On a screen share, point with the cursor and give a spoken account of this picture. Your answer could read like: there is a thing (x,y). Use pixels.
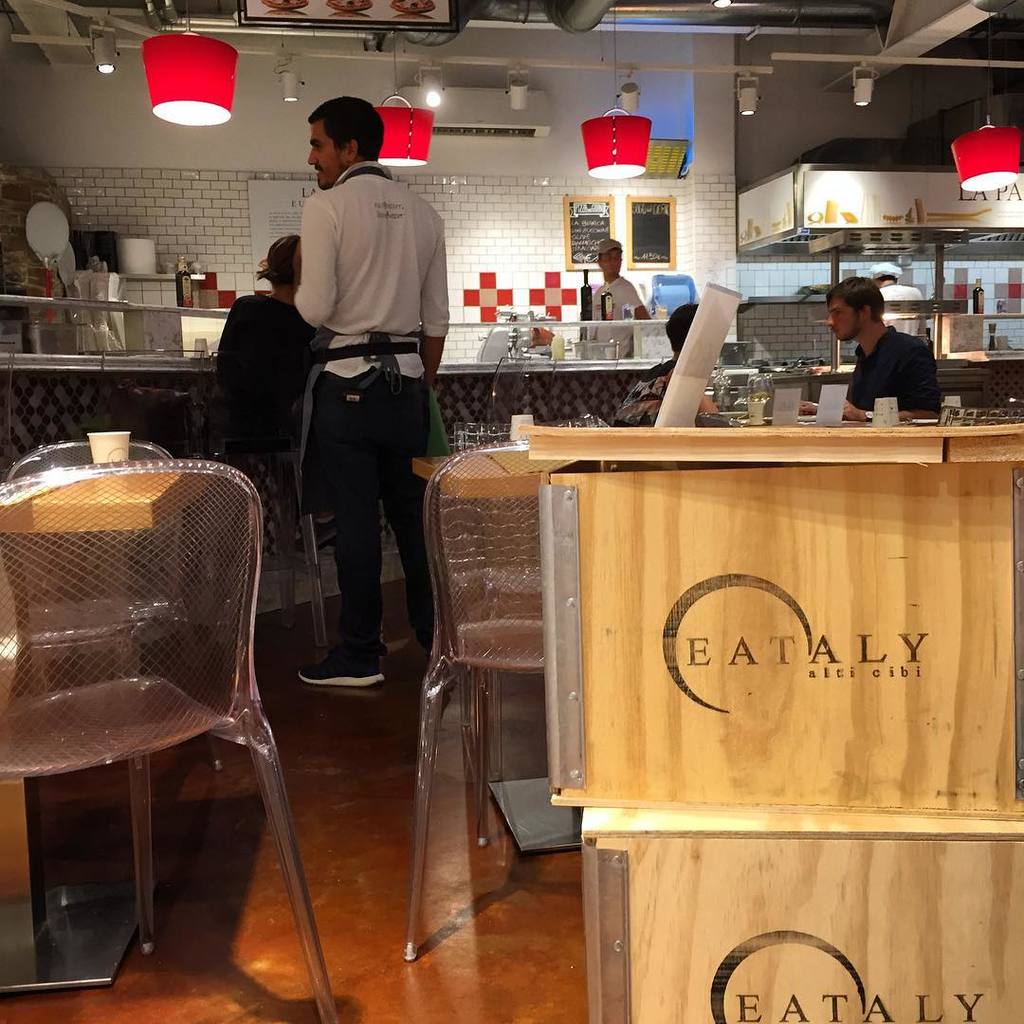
In the picture we can see a inside view of the restaurant (1015,862) with some tables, chairs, waiter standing near the desk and behind the desk (598,326) we can see a man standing and to the ceiling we can see the lights (621,146).
